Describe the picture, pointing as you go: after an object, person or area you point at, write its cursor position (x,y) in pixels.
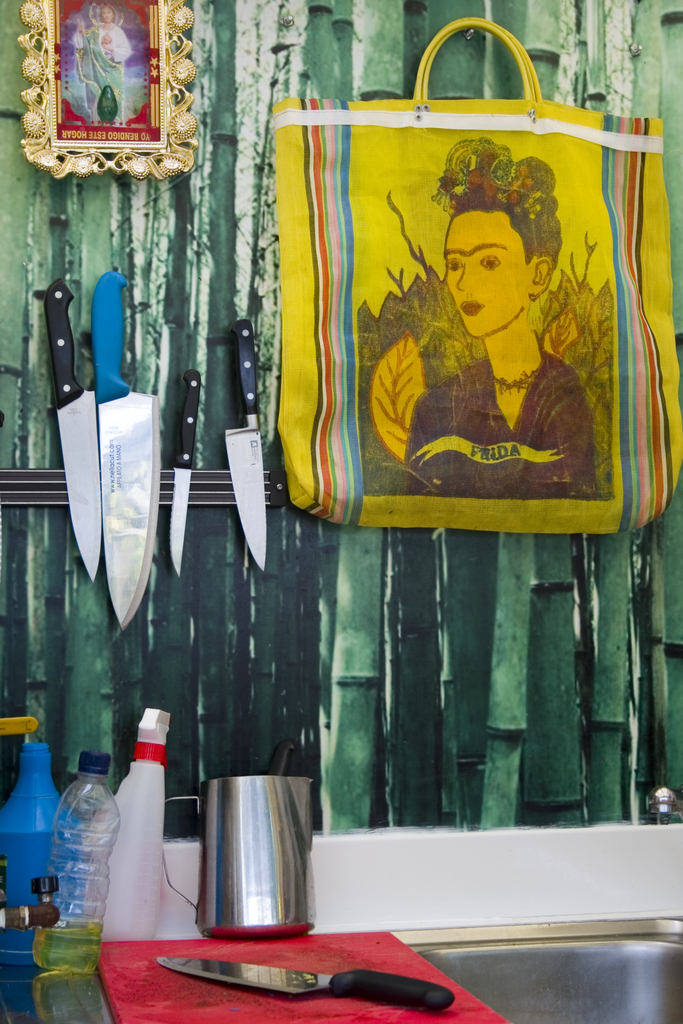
In the image we can see a photo frame (93,80), bag (465,344) and knife (134,417) stick to the wall (229,237) and there are water bottle (101,850) and a knife cutter (163,959).
